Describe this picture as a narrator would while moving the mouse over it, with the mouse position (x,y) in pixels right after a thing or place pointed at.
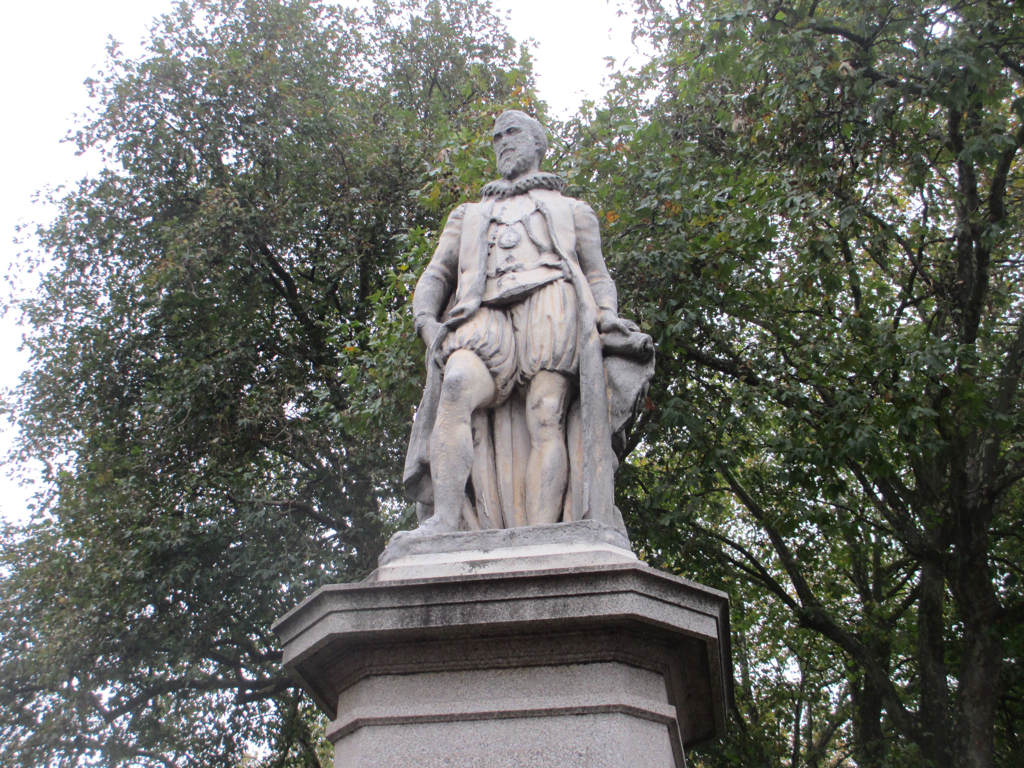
In this image I see a statue (518,357) over here and I see number of trees (434,219) in the background (699,261).
